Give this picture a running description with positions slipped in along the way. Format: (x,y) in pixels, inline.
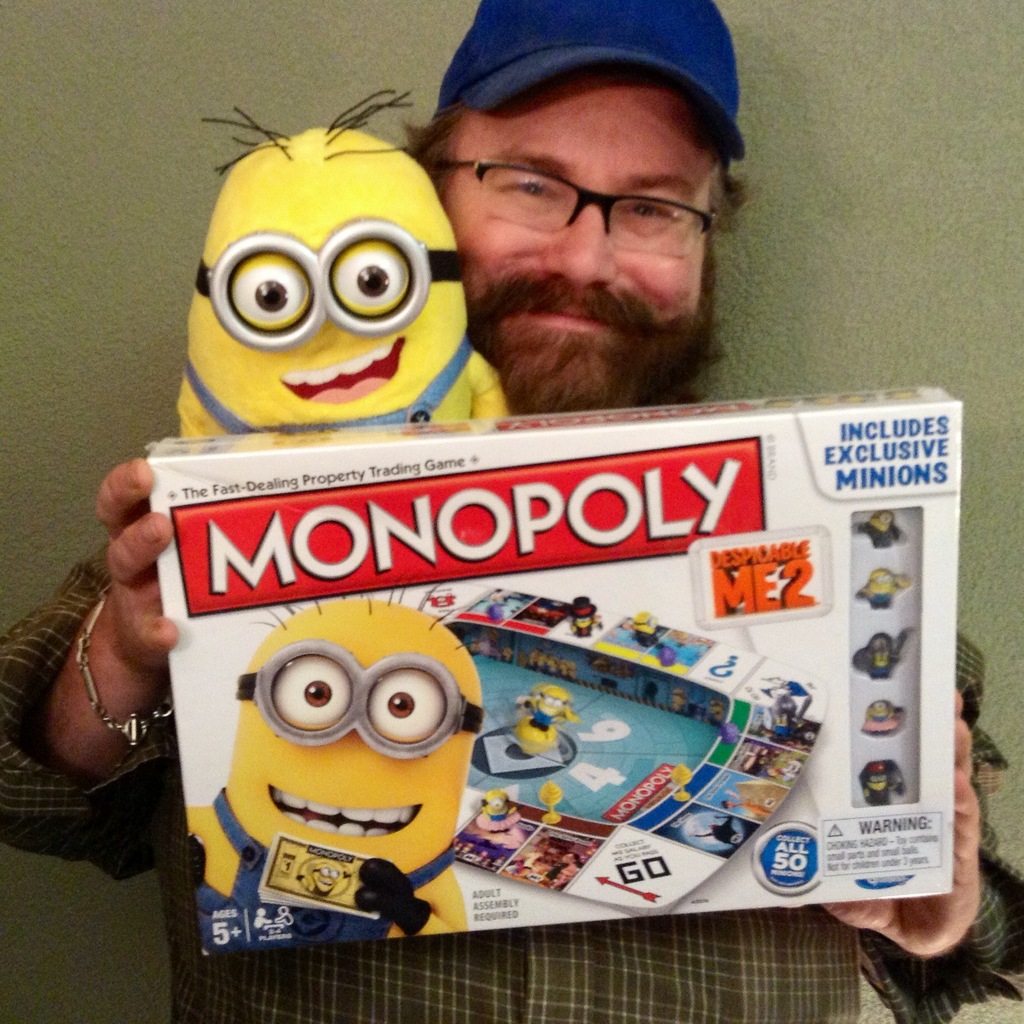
In this image we can see a person (543,246) wearing specs (540,206) and cap (585,17). He is holding a toy (436,390) and box (626,619) with something written. On the box (412,712) there are images (411,747) of cartoon characters (556,709). In the back (776,146) there is a wall (99,938).
